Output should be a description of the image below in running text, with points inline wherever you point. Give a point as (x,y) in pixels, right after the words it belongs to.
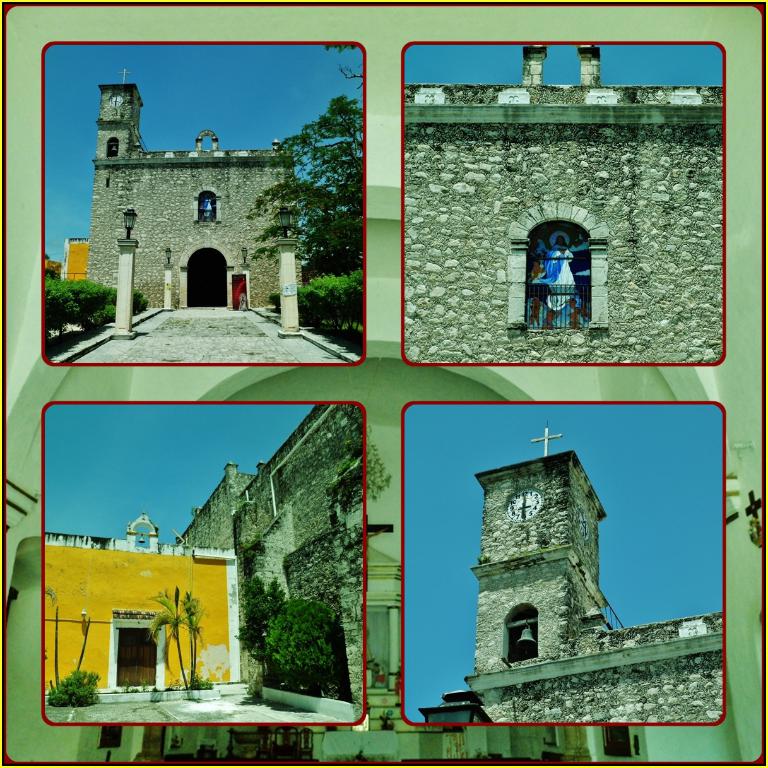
This is a collage picture. In this picture we can see a holy church (255,180), statues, trees (302,243), lights (283,239), sky (441,472), clock (537,510) and a bell (526,640).
